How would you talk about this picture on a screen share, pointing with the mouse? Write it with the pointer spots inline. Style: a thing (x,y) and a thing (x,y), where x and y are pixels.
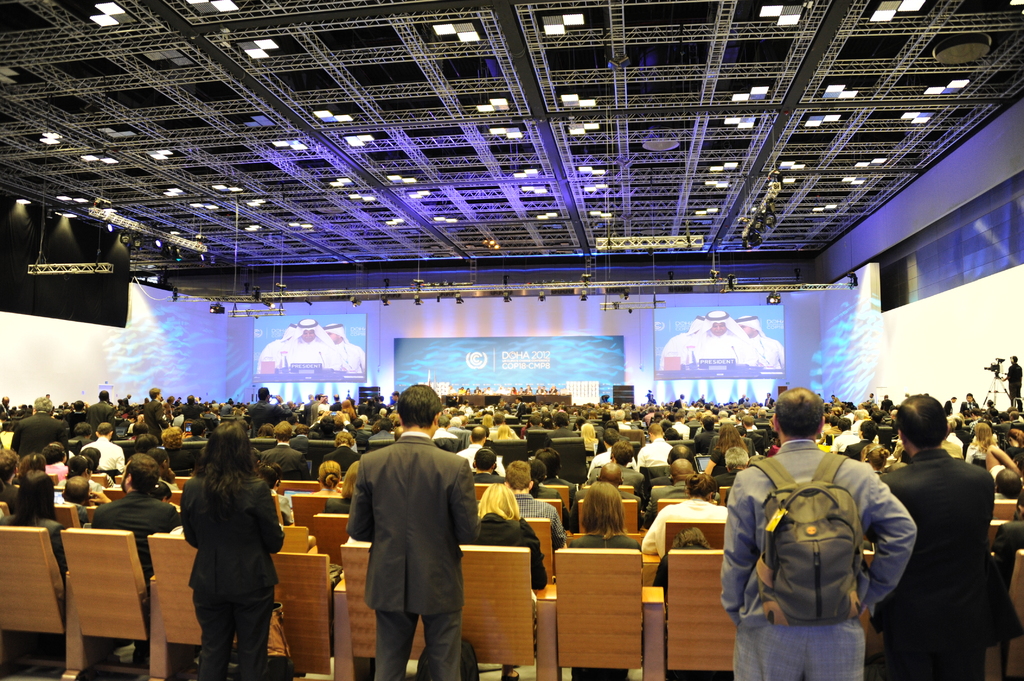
In the image in the center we can see four people (255,569) were standing and holding some objects (829,520). In the background (309,319) there is a roof (285,165), screen (719,341), table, stage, lights (340,180), cameras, banners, group of people (734,458) were sitting on the chair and few other objects (812,283).
